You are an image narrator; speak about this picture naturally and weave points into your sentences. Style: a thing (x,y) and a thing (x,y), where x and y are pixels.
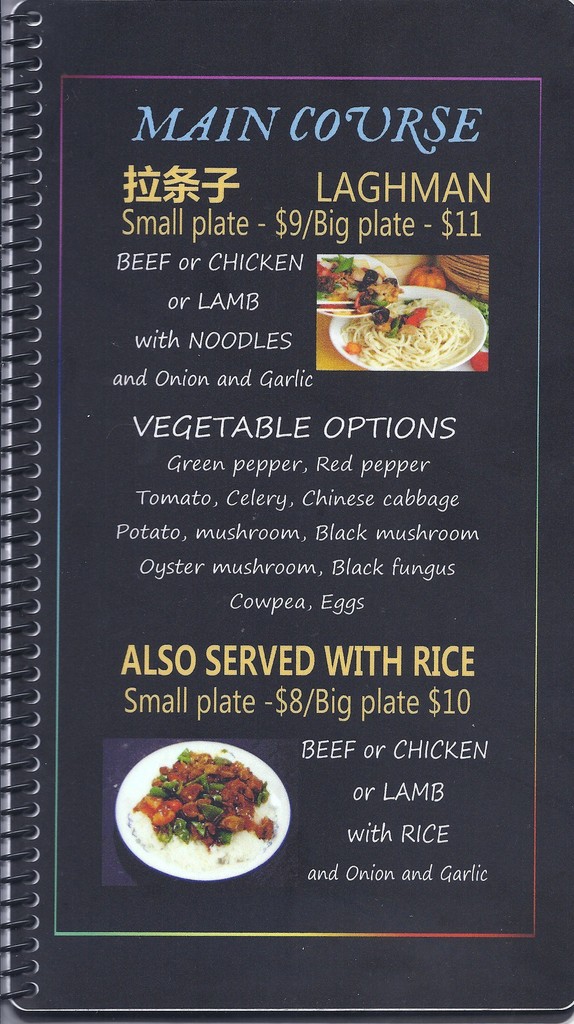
In this picture I can observe a menu page (276,197). There is some text (130,184) on this page (84,372). I can observe blue, yellow and white color text (396,231) on black background (54,464). On the left side (15,625) there is spiral binding (29,276).
